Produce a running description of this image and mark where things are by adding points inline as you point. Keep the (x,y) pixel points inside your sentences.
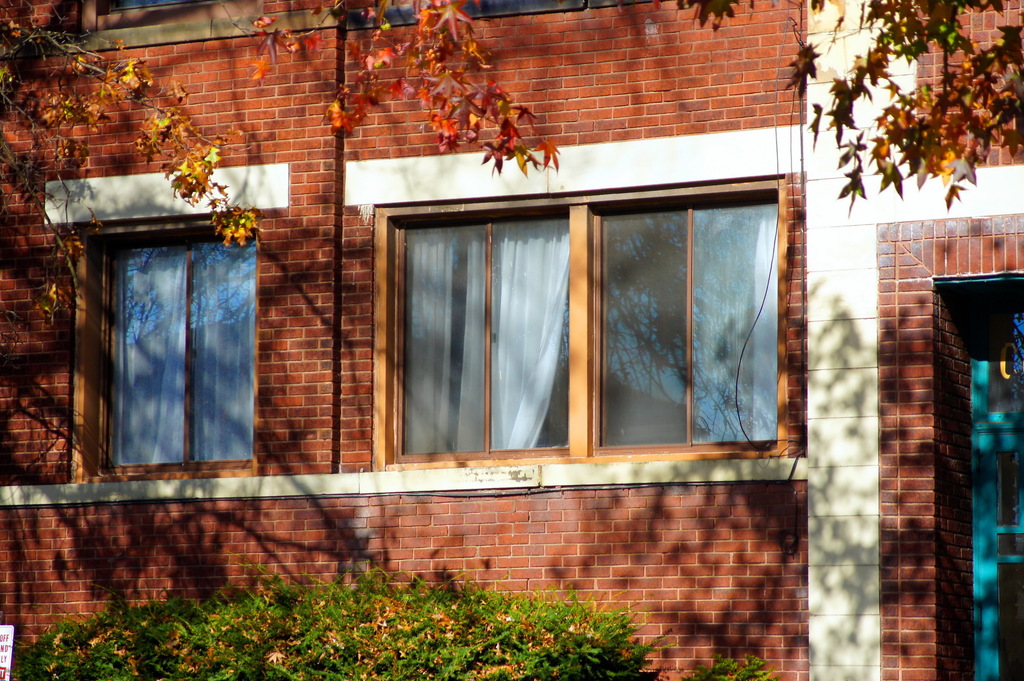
In this image I can see a red colour building (339,238), windows (454,377), white colour curtains (554,345) and on the right side of this image (1018,656) I can see a door (991,669). On the top side (852,178) I can see few trees (444,45) and on the bottom side (463,665) I can see few plants (117,673), a white colour board (6,635) and on it I can see something is written.
